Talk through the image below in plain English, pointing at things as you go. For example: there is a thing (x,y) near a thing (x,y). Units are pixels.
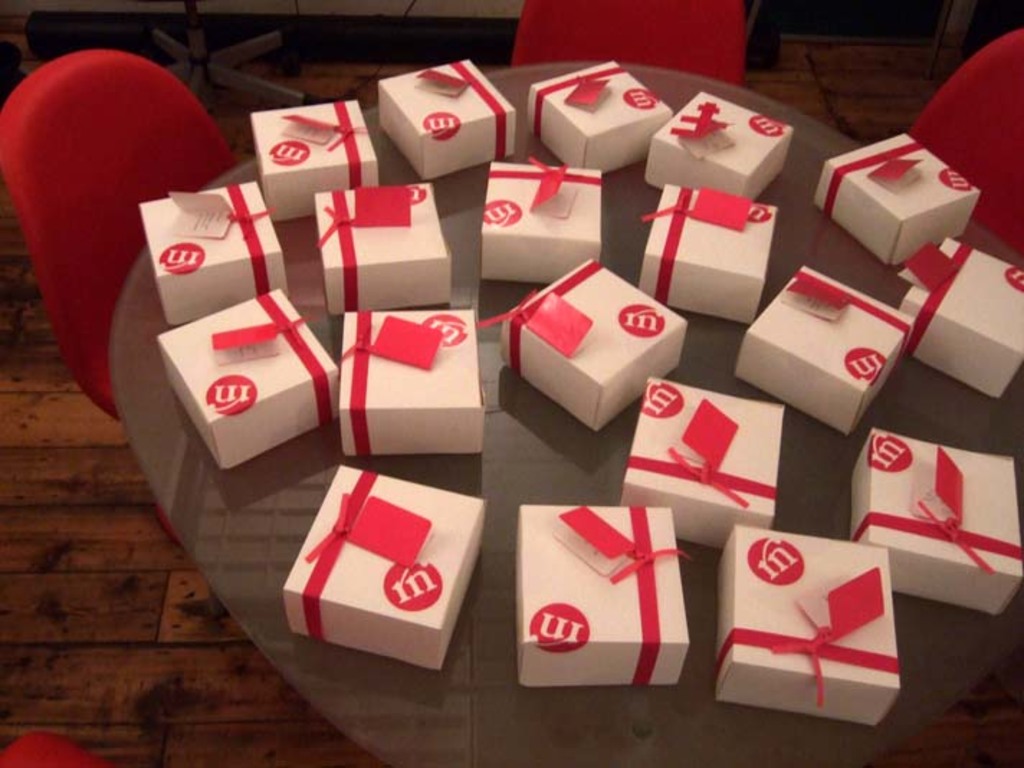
In this image, we can see a table (288,522). On that table (230,564), we can see some white color boxes (433,492). We can see some chairs (1010,60).
